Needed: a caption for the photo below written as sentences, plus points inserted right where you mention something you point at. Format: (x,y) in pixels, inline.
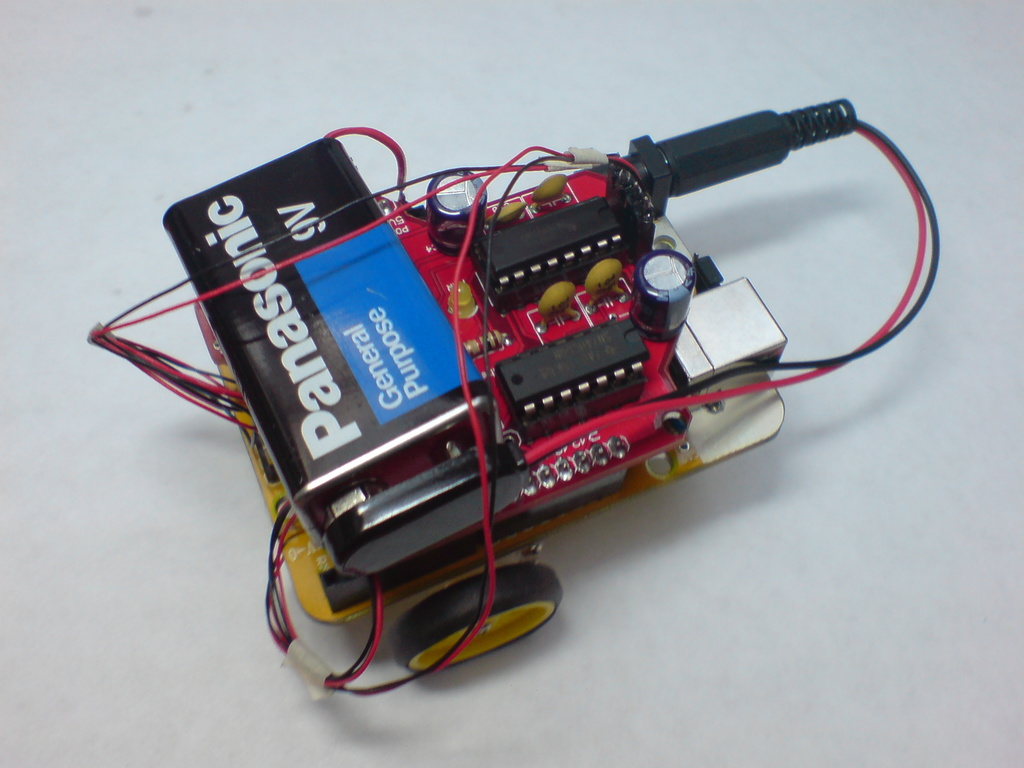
In this image we can see a spare part (470,479) placed on the surface (572,662).
